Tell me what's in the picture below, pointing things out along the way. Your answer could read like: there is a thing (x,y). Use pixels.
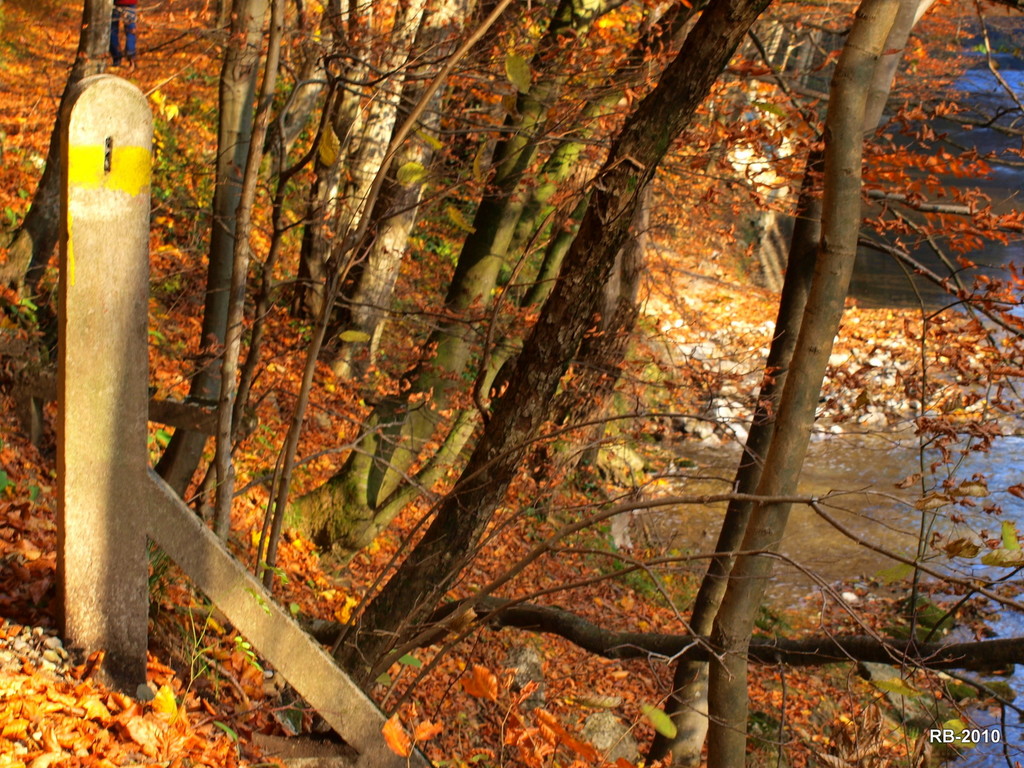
In this image we can see trees (322,231). There is a cement pole (83,126) to the left side of the image (62,436). At the bottom of the image (17,715) there are dry leaves (51,726). To the right side of the image (860,528) there is water (848,465).
